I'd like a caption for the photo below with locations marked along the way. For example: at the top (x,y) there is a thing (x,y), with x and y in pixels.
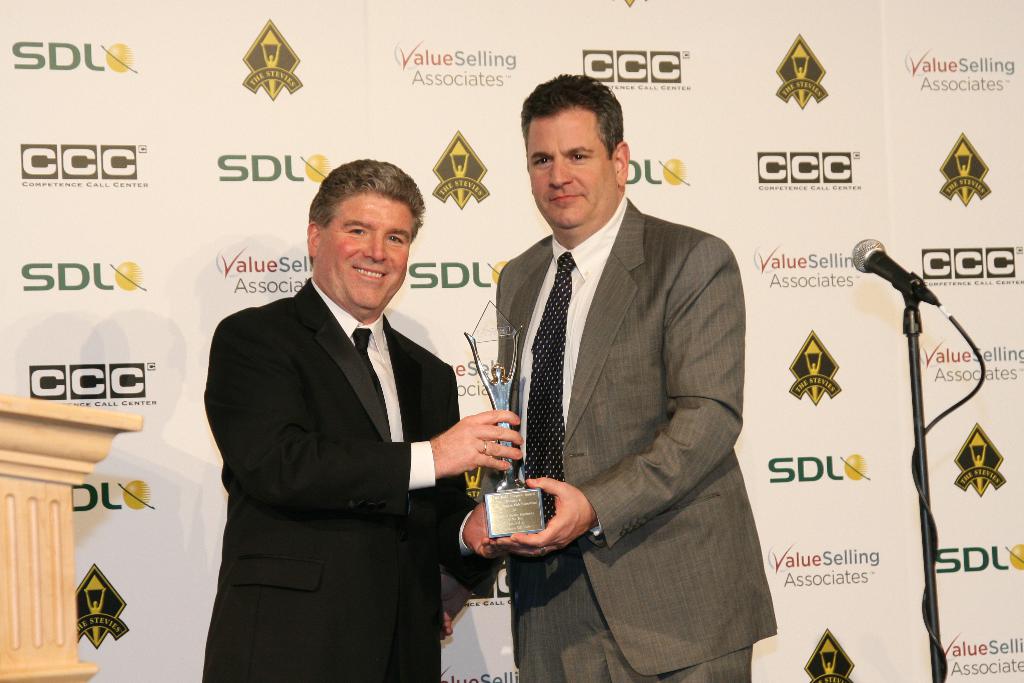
In the middle (574,240) we can see two person (511,428) standing, they are holding a trophy (492,499). On the right (890,268) we can see mic (913,288) and stand (930,571). In the background (301,82) we can see banner (487,220).
